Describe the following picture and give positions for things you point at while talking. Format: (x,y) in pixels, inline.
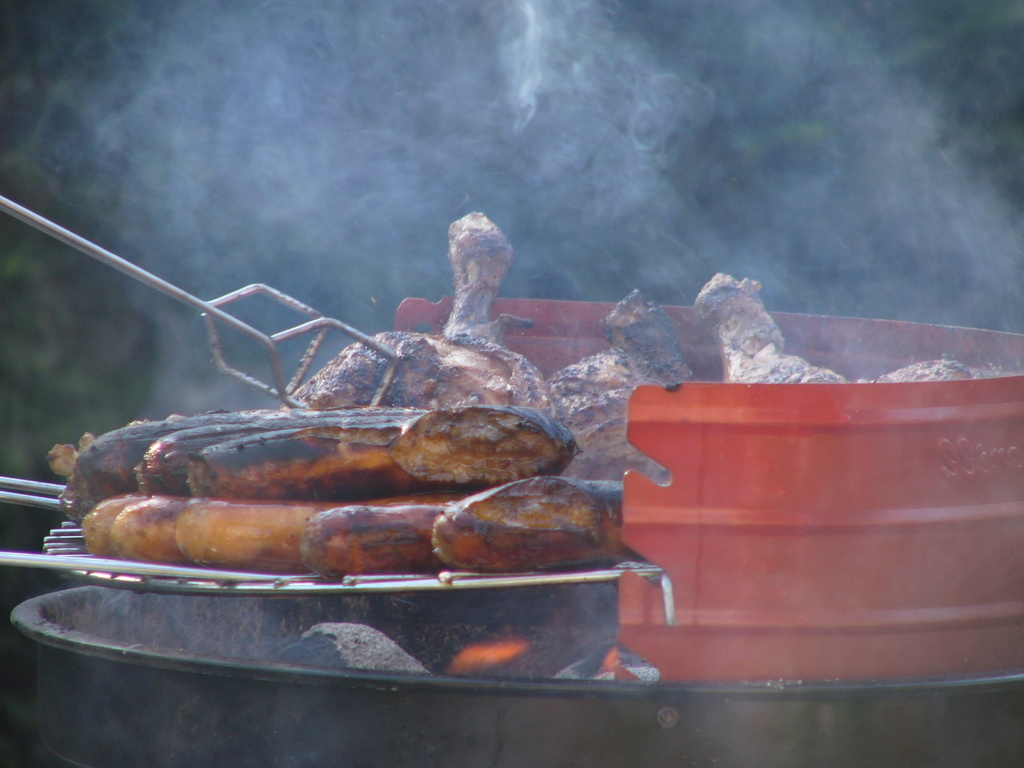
Here I can see few meat slices (507,377) and some other food items (257,522) are placed on a metal object (185,581) and being cooked on grill (326,598). On the right side (857,510), I can see a red color object (866,510). At the top (409,161) I can see the fume (447,123).
